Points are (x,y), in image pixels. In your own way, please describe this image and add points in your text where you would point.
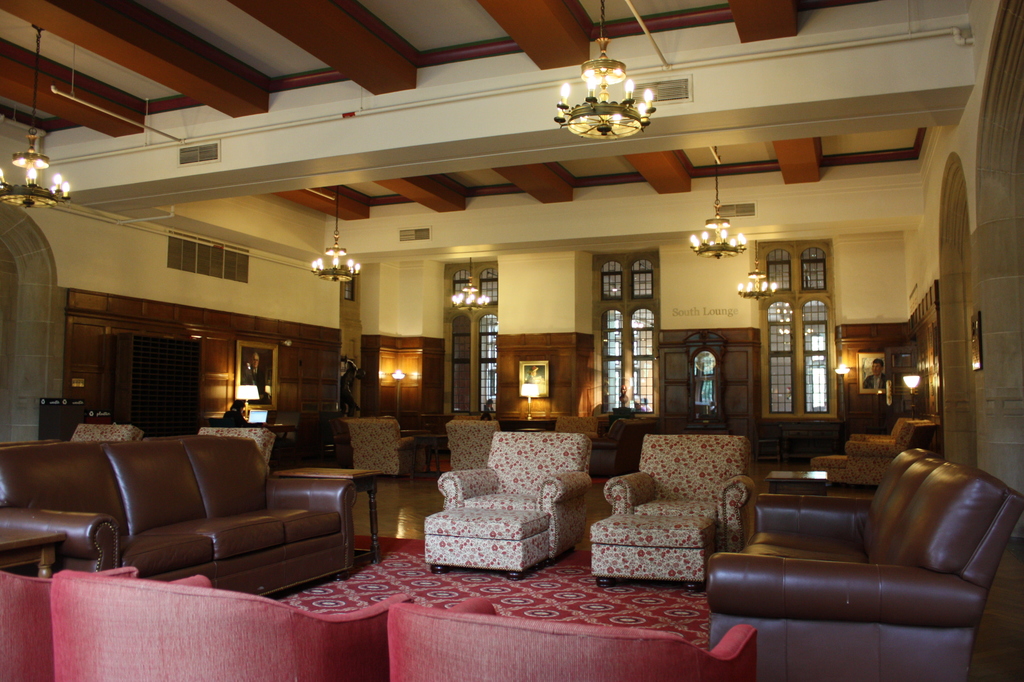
There is a room (147,269). There is sofa (249,681) and chair (464,458). We can see in the background (426,255) there is a wall (402,257), pillar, lights (345,269) and cupboard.
